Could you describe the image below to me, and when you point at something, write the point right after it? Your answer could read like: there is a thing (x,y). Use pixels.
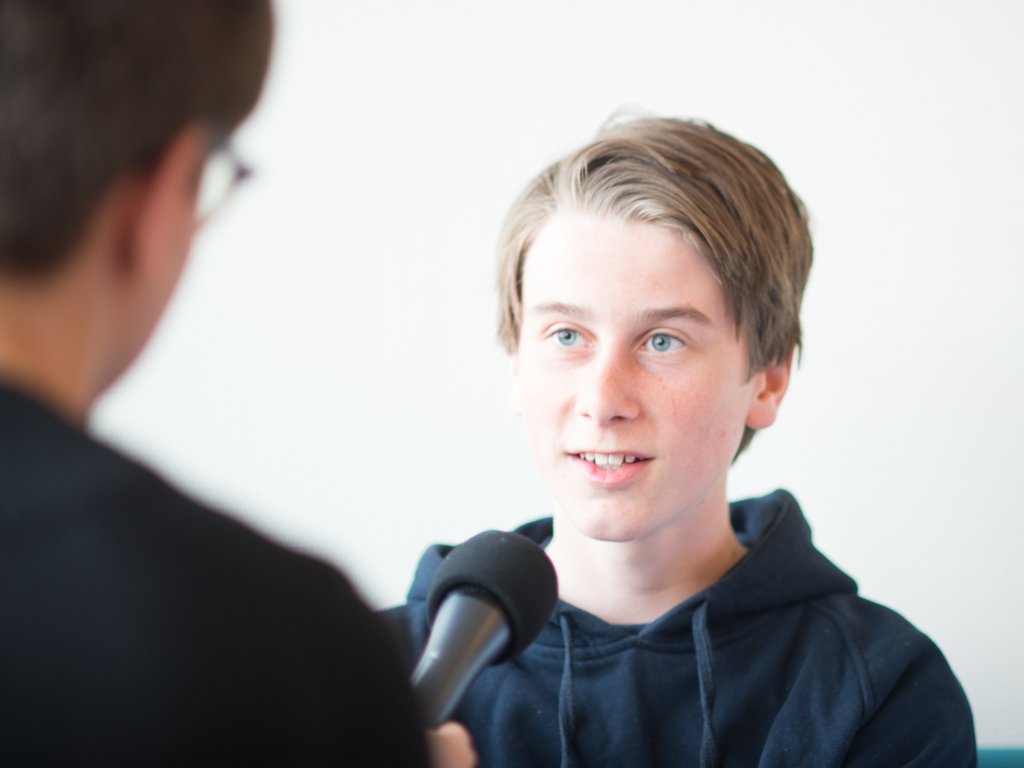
In this image there are two persons (674,542) at the middle of the image (570,481) there is a person (700,626) wearing sweater (724,657) in front of a microphone (481,653).
